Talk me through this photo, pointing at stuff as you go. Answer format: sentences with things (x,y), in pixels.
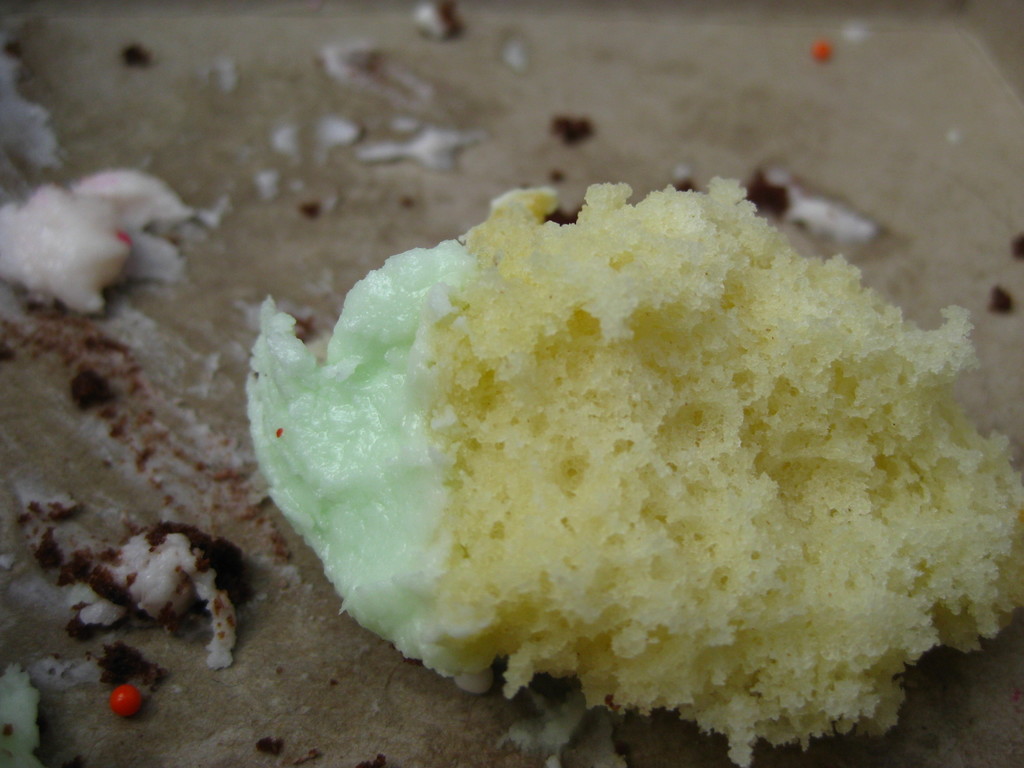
In this image I can see food (557,273) which is in cream and white color.
